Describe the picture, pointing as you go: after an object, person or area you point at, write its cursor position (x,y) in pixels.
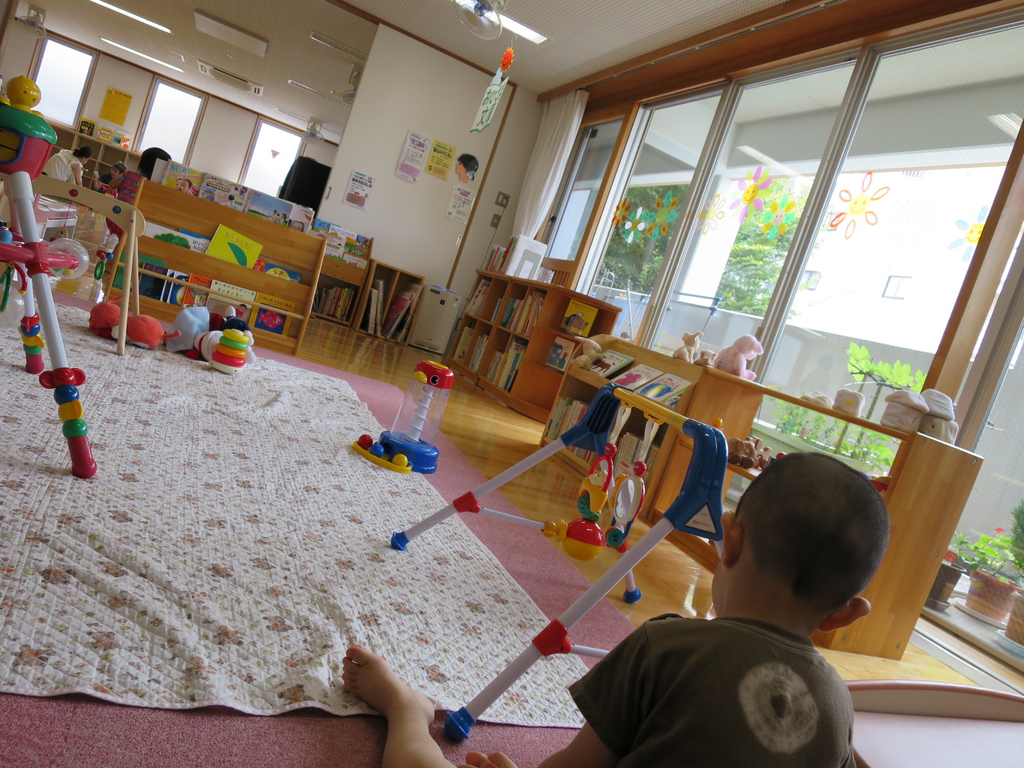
At the bottom of this image (806,567), there is a child (743,700) sitting on the floor (435,737) and placing a leg (368,697) on the cloth (251,612), on which there are toys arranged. In the background (107,297), there are books (511,322) arranged on the shelves (542,321), there are lights (506,23) attached to the roof (284,42), there are glass windows (979,163) and there are posters (438,151) pasted on the wall (468,218). Through these glass windows (780,299), we can see there are potted plants (945,578), a white wall (785,370), there are trees (753,269) and another building (963,207).
